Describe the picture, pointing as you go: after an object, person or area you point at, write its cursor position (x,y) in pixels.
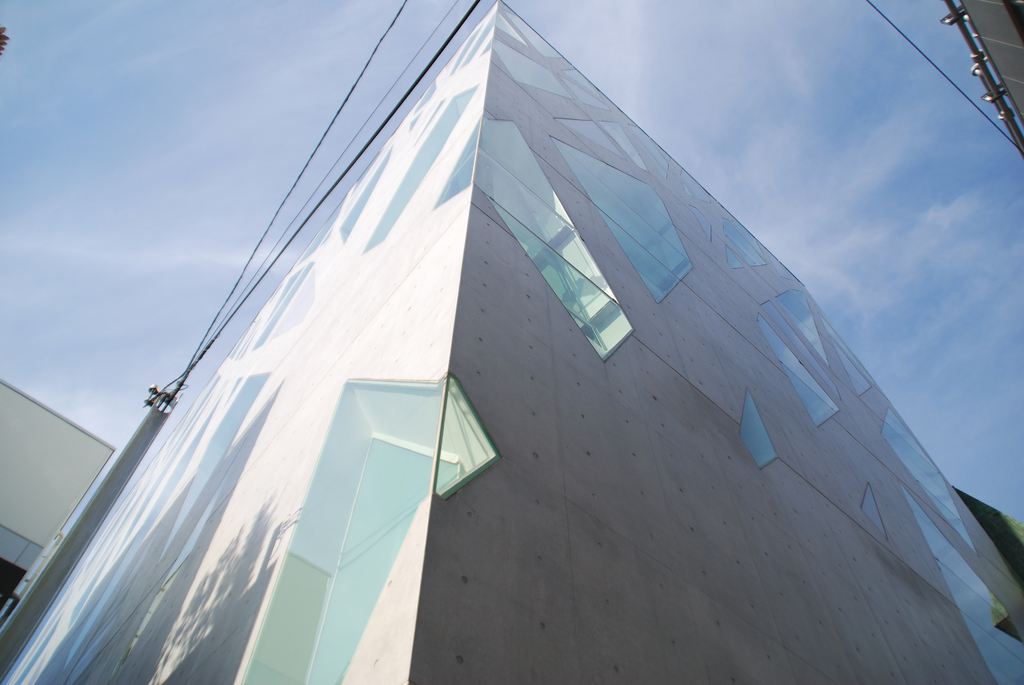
In this image we can see a skyscraper (454,444). There is a blue and slightly cloudy sky (970,300).
